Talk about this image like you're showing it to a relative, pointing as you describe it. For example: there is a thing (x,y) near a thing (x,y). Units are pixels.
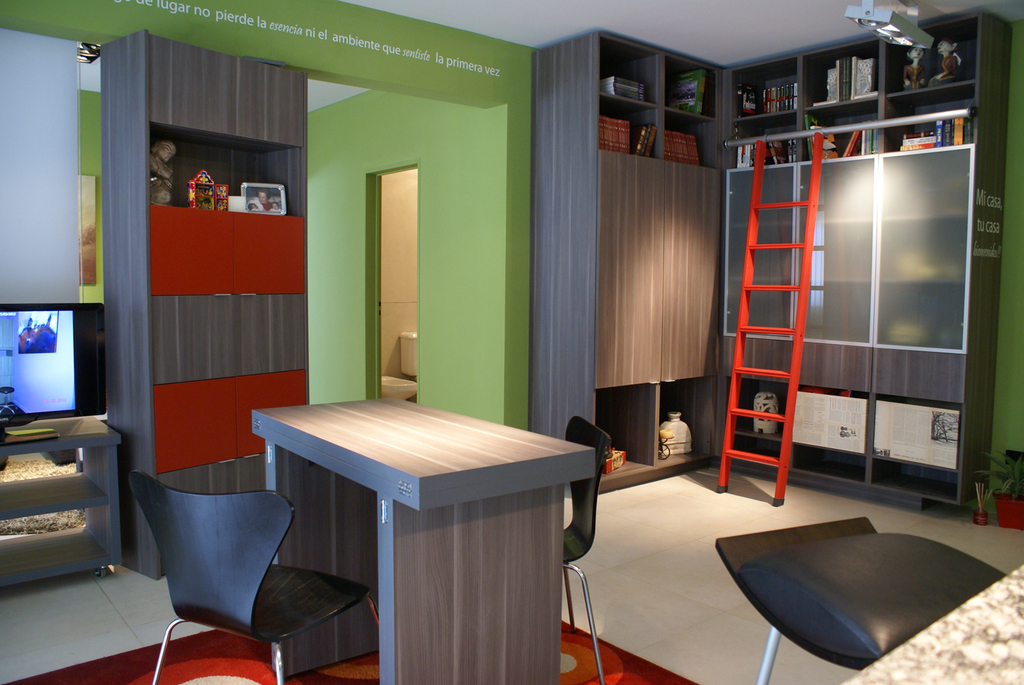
In this image I can see a table (382,455), few chairs (910,621), a red colour ladder (806,206), number of books (620,137) on these shelves (876,104), few frames (244,211), a television (80,319) and over there I can see a toilet seat (399,391). I can also see lights (881,29) on ceiling (817,38).
